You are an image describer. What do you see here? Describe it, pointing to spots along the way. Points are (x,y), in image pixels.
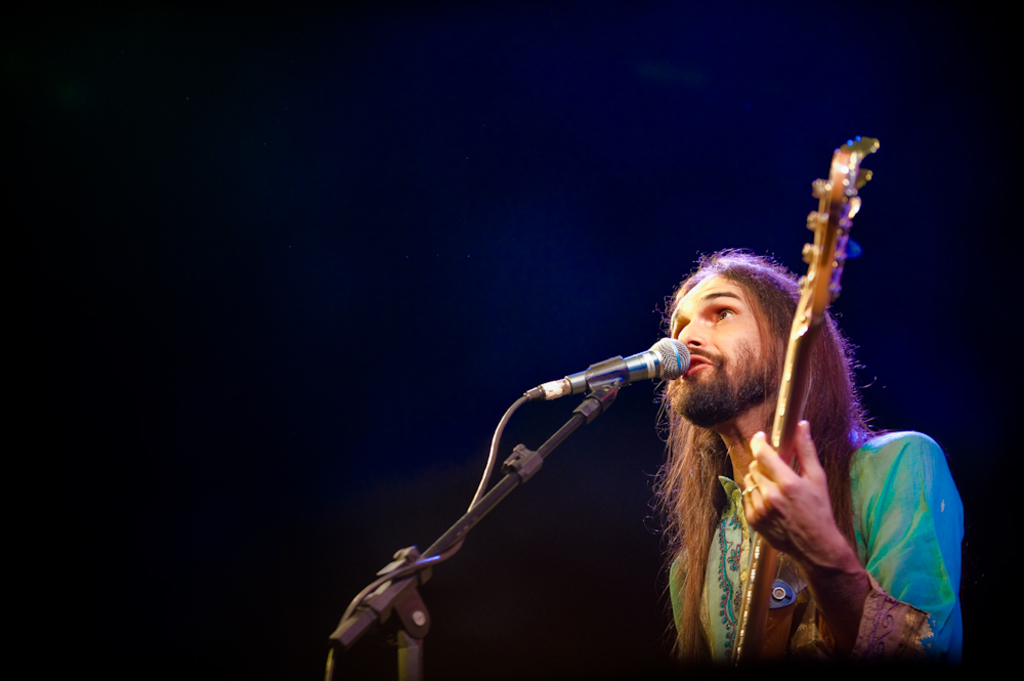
This picture is clicked in a musical concert. The man (716,534) on the right corner of the picture (798,520) wearing green shirt (884,512) is holding a guitar (772,642) in his hands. In front of him, we see a microphone (651,352) and he is singing a song on the microphone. In the background (181,374), it is black in color.
